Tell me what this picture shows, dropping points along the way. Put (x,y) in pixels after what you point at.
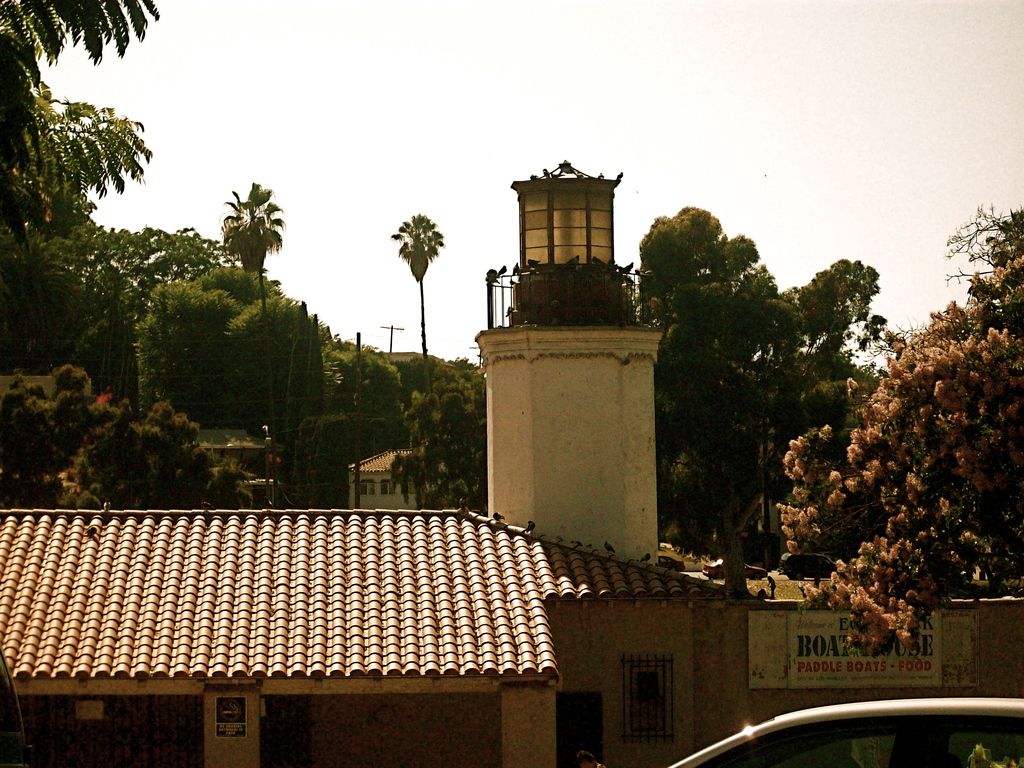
In this image we can see a house (330,514) and there is a board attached to the wall (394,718) with some text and we can see some birds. There is a vehicle (974,736) at the bottom of the image (1001,749) and we can see few buildings (365,489) in the background (386,490) and there are some trees (950,547) and at the top (716,127) we can see the sky (638,119).
